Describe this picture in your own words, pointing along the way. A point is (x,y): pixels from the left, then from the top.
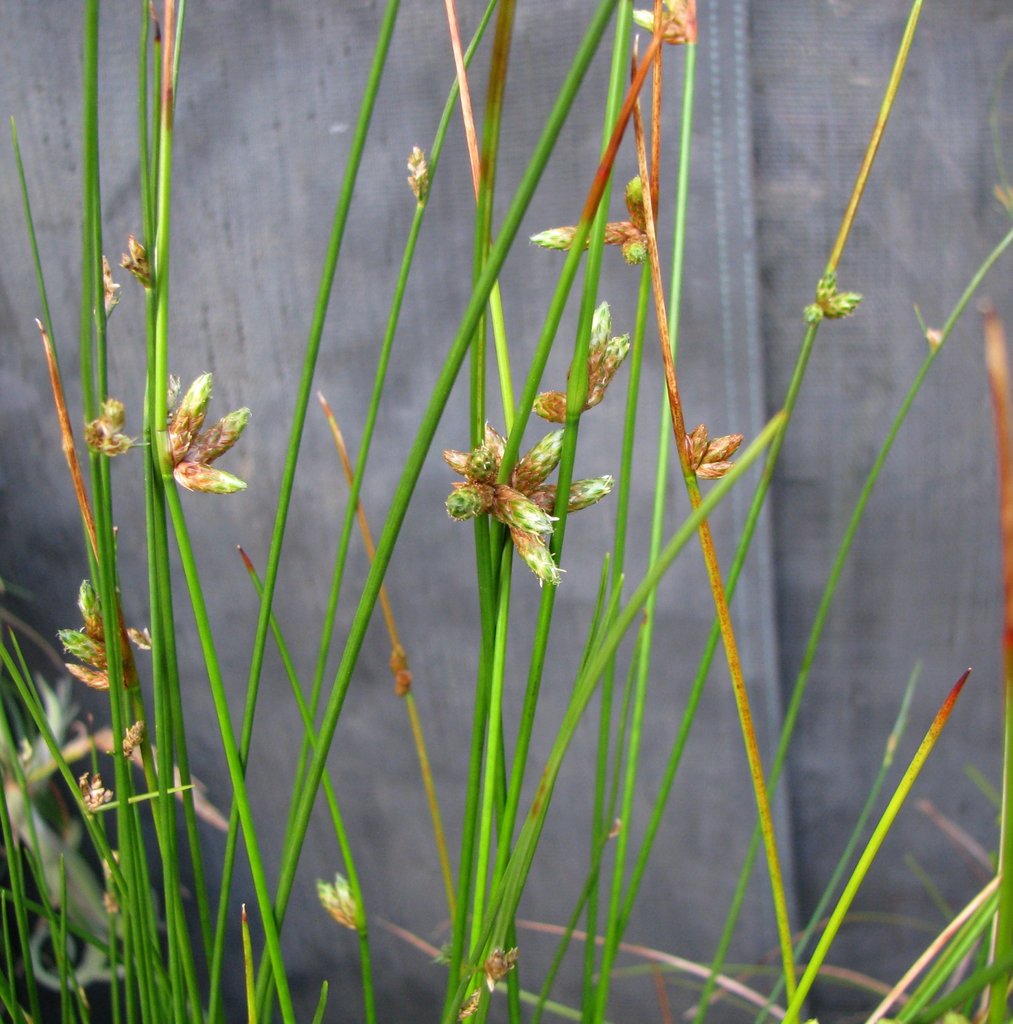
In this picture, we see the grass (206,931) in green color and behind that, we see a wall (658,351) in grey color.
